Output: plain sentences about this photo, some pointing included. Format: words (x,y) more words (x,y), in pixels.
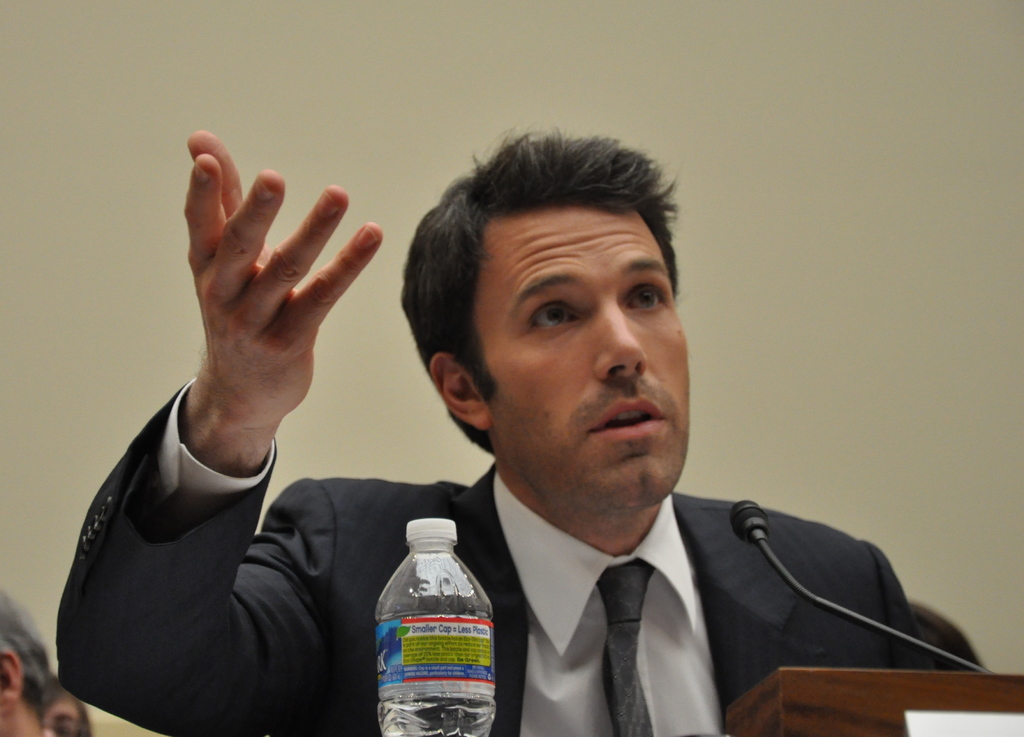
This image consists of a man (721,585) who is sitting near a podium (778,711). There is a mic (814,600) on the podium (836,710) and there is also a water bottle (390,579) near him. He is wearing a blazer (866,665).
